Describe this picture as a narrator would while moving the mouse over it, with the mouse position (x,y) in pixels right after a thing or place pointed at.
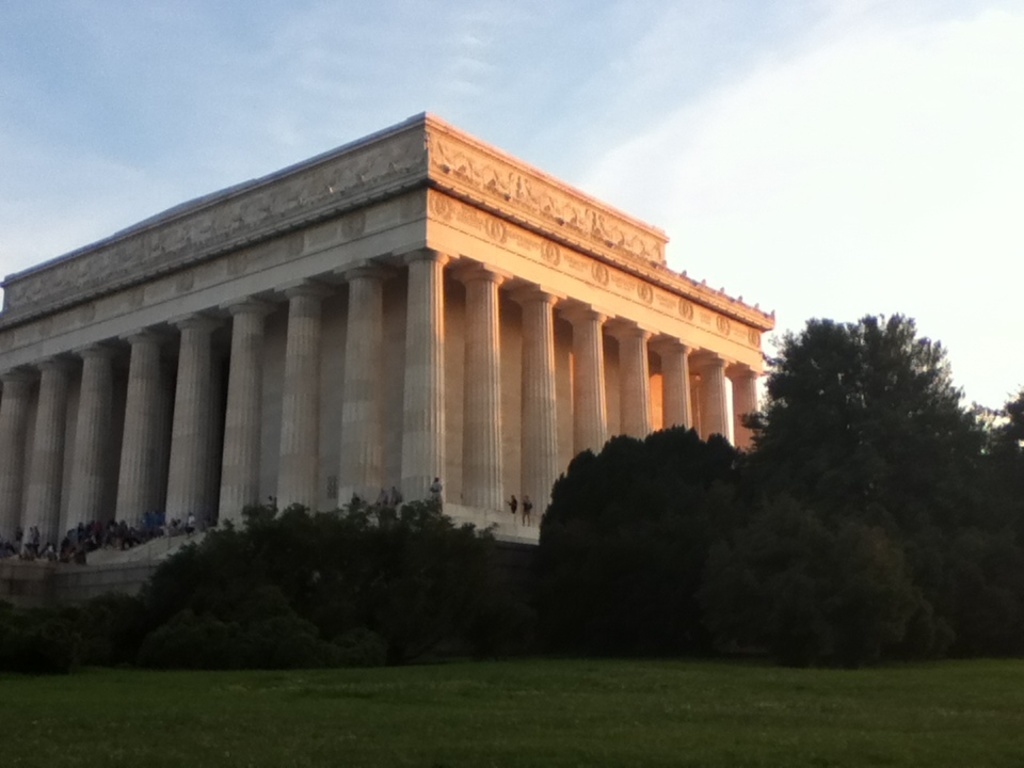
In the center of the image (379,339) there is a building (386,350) and persons (112,523). At the bottom (859,552) we can see trees (402,656) and grass (610,668). In the background (350,80) there are clouds (882,124) and sky (160,93).
